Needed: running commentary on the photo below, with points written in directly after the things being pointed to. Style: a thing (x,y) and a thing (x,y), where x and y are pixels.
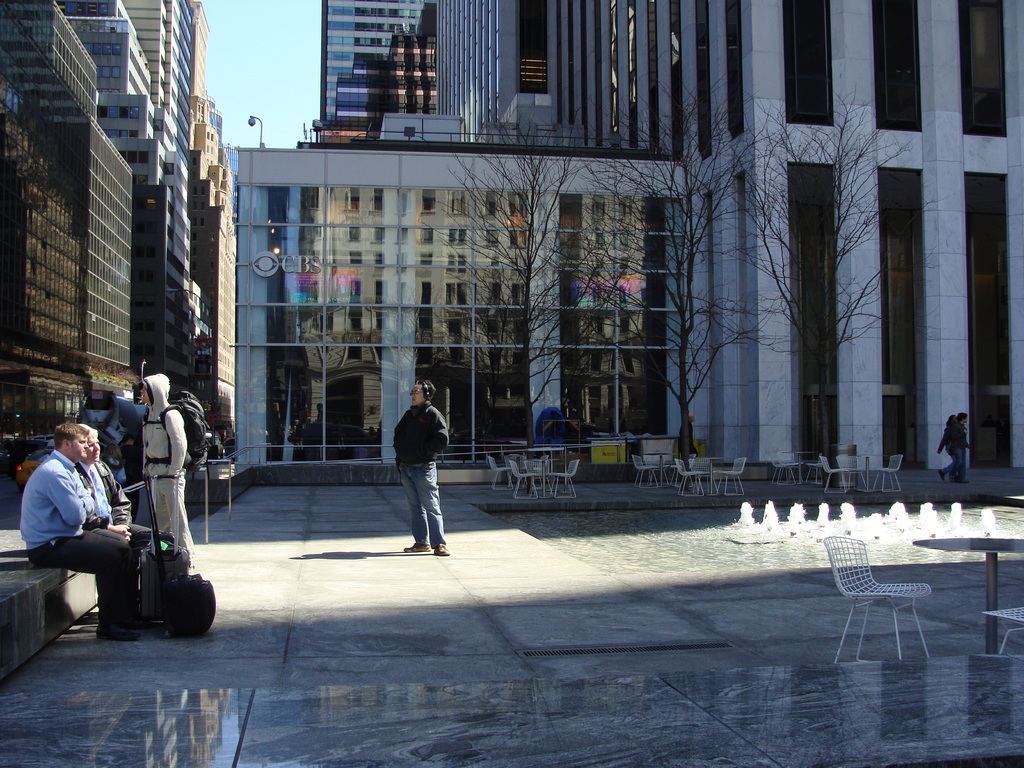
In this image, we can see chairs (728,488), tables (990,546), fountain (754,513), people (113,520) and pavement (412,615). In the background (429,341), we can see the buildings (785,336) and trees (549,338). At the top of the image (270,58), we can see the sky (239,86). On the left side of the image (152,379), we can see people (62,491), suitcases (196,607) and a car (24,464) on the road (14,515).
